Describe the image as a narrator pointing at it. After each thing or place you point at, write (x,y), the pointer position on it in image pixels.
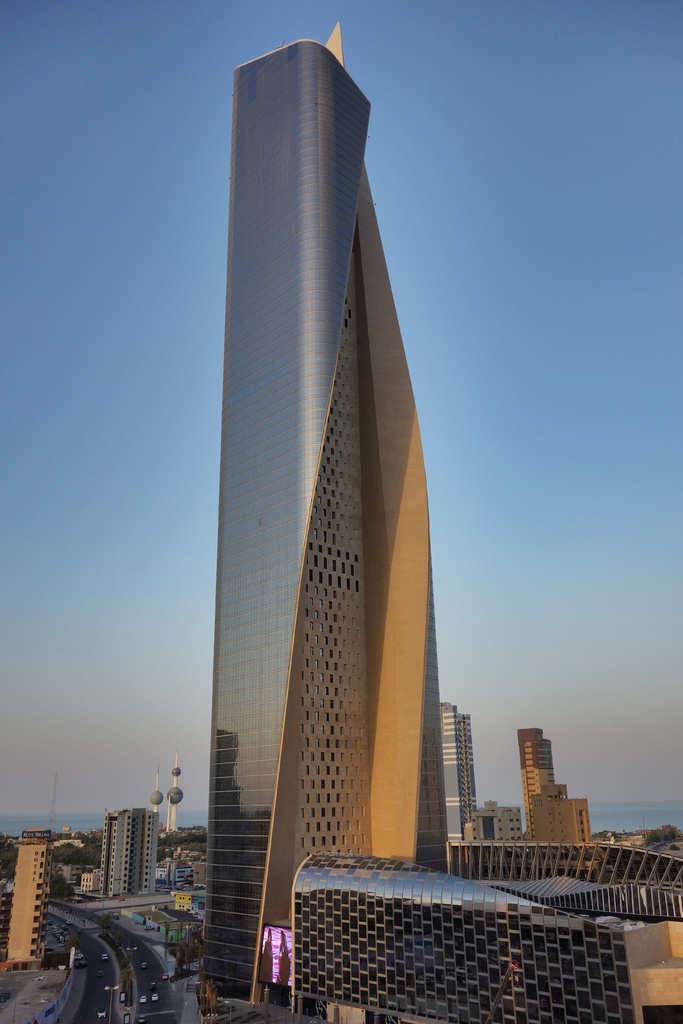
In the image we can see buildings (287,695) and these are the windows (322,730) of the building (322,810), there are many vehicles (143,1002) on the road (83,958), there is a tower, water (649,816) and a pale blue color sky (586,584).
